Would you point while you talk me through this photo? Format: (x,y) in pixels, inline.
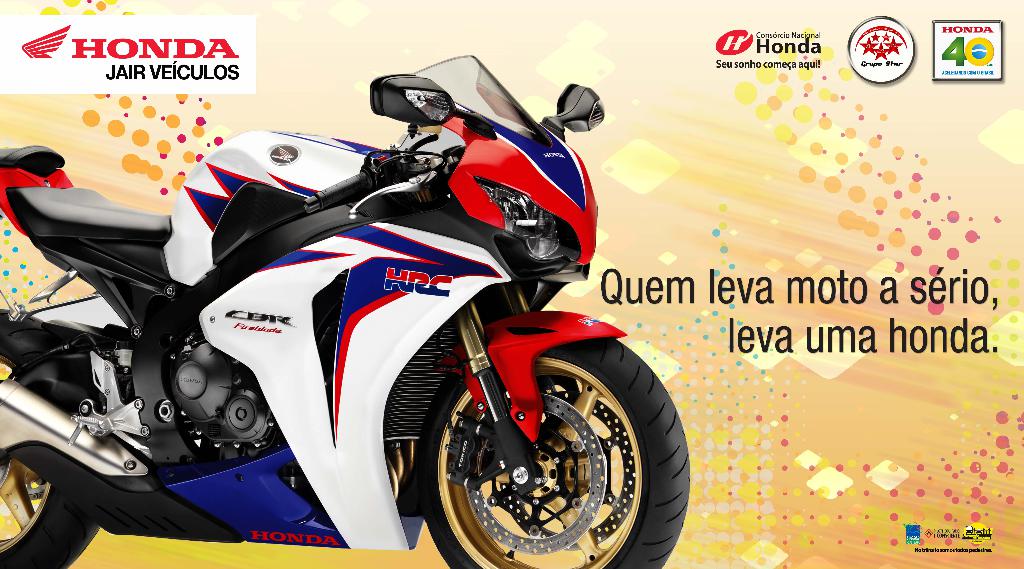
In this image I can see a colorful bike (501,414) and I can see a text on the image and I can see a colorful design (784,173) on the image.
